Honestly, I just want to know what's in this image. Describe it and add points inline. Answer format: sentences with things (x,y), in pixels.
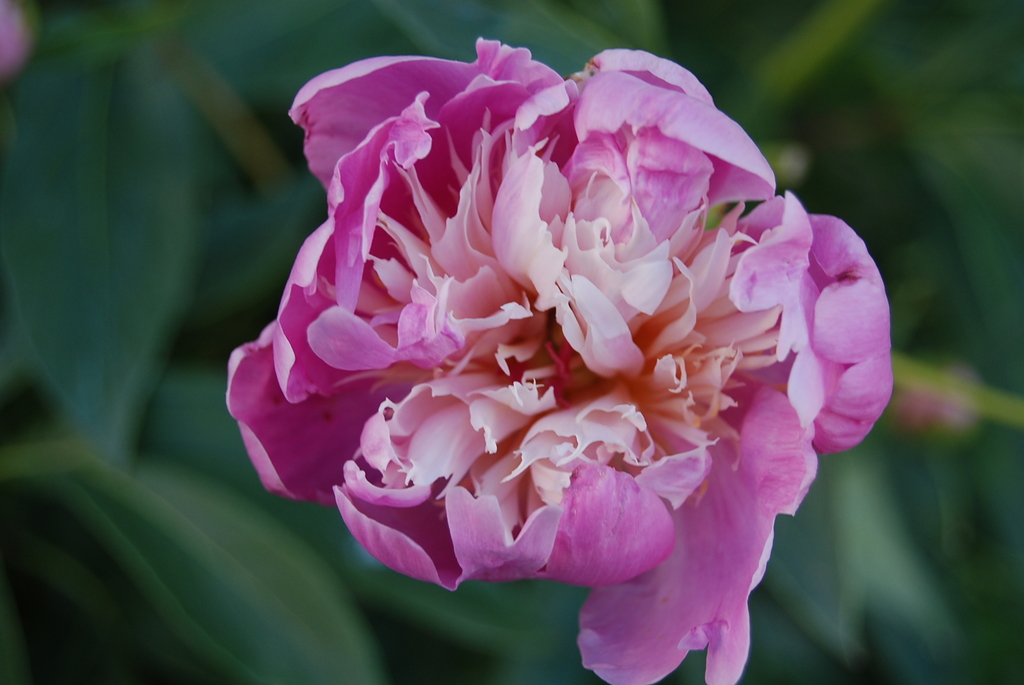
In this image I can see the flower (609,149) which is in pink and cream color. In the background (137,197) I can see the plants (132,182) but it is blurry.
